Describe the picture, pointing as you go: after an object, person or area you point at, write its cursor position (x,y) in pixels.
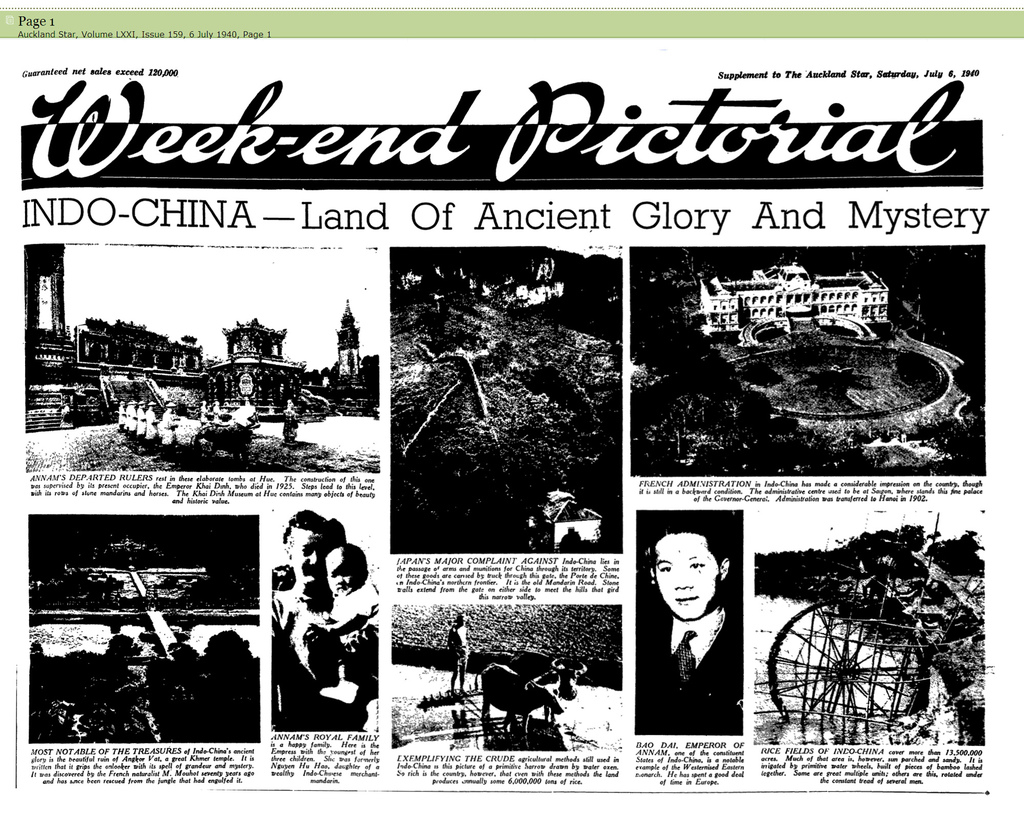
This might be a poster, in this image there is text (88,199) and there are group of people (878,592), buildings (41,383), sand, mud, water (774,605), animals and some objects (847,618).
